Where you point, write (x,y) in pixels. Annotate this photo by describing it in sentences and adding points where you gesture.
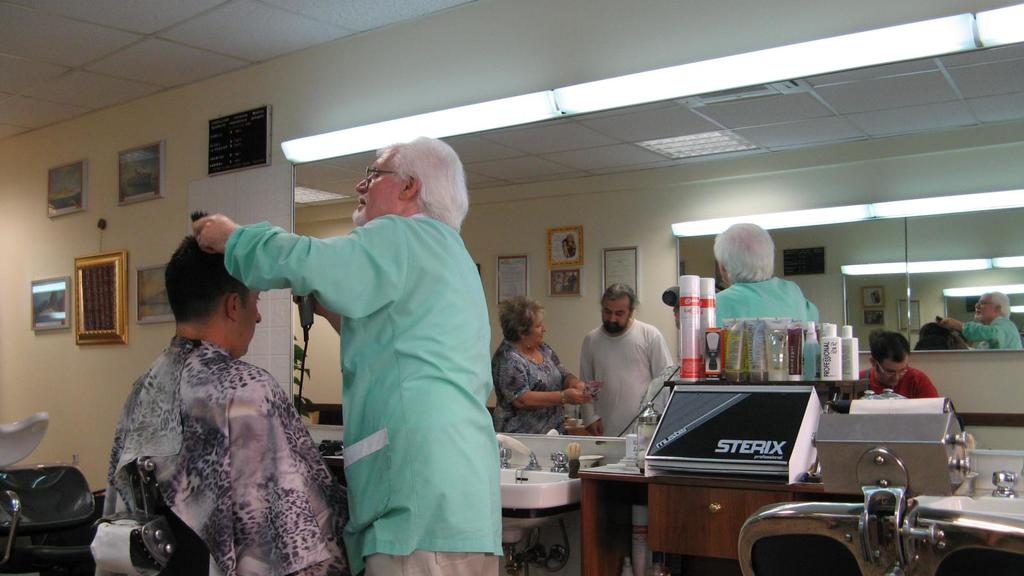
In the image on the chair (149,490) there is a man (198,424) sitting. Beside him there is a man (411,288) standing and holding an object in his hand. On the right side of the image (848,469) there is a chair (833,527). In front of the chair (893,429) there is a table (681,520) with box (704,412) and on the box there are few items (717,341). There are cupboards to the table (605,475). Beside the table (701,478) there is a sink (573,491) with tap (523,469) and few other items (576,462). Behind the table (589,474) there is a mirror (510,298). On the mirror (564,268) there is a reflection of few people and also there is a wall (601,295) with frames (556,264). Beside the mirror (549,280) there is a wall (29,288) with frames (127,318). On the left corner of the image (30,486) there is a chair (61,491).
